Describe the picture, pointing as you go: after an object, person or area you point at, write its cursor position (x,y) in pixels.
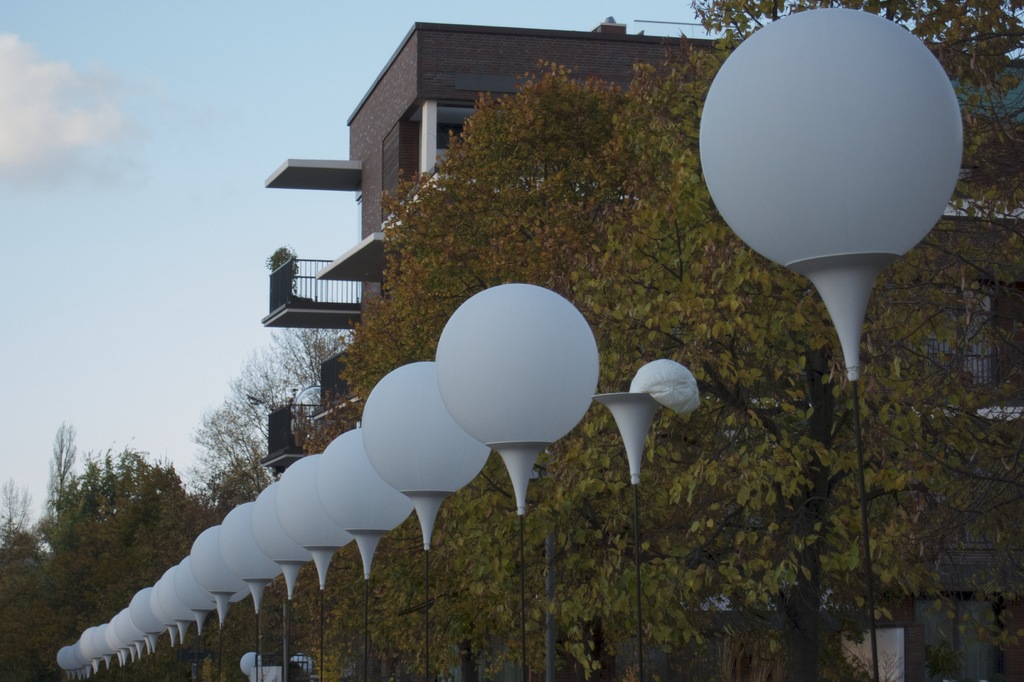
In this image in the front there are light (243,578). In the background (76,587) there are trees (435,274) and there is a building (435,154) and the sky (132,131) is cloudy.
